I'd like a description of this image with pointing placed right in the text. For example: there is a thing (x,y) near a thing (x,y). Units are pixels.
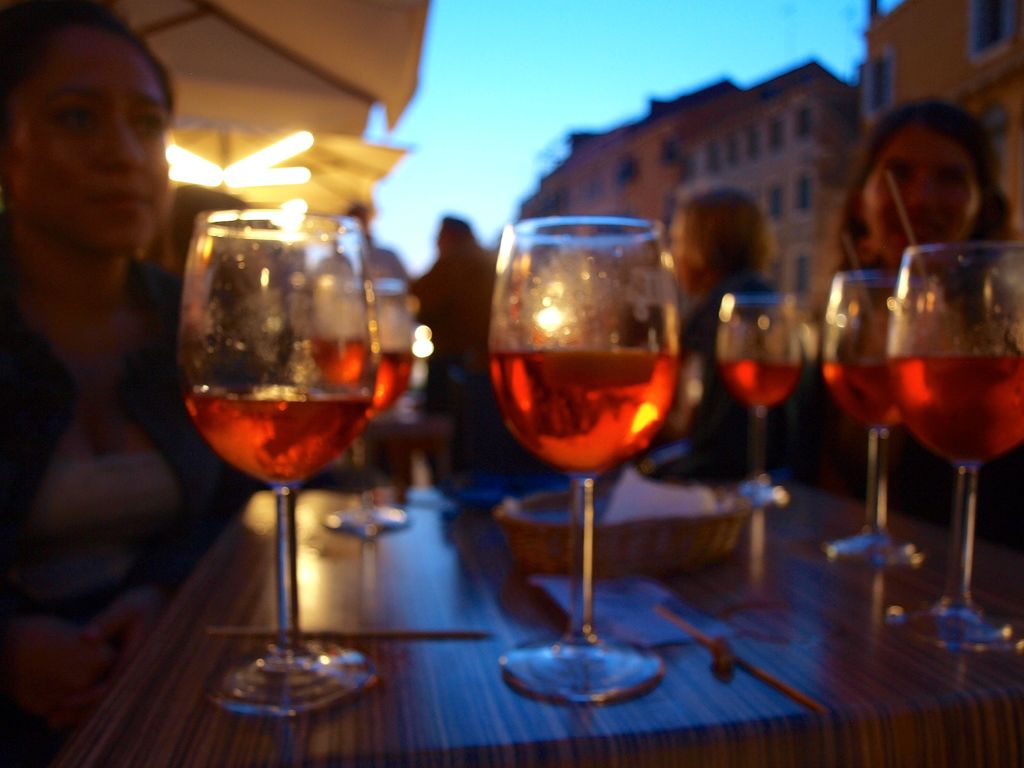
In this image we can see fewer people (469,311) are sitting near a table (501,563). There are many drink glasses (341,412) placed on a table (314,519). There are lights (239,178) in the image. There is a clear and blue sky (665,73) in the image. There are few buildings (783,158) in the image.
